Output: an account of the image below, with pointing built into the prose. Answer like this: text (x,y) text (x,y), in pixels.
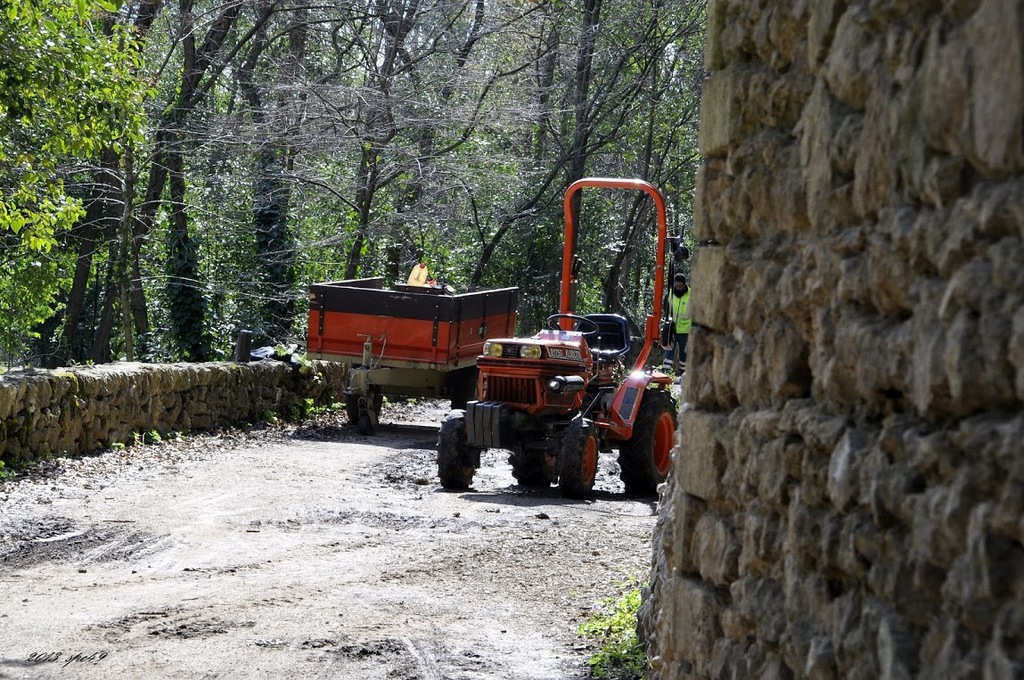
In the picture we can see a muddy path (429,641) on it we can see a tractor (588,356) and beside it we can see a trolley (325,334) and a railing wall (313,379) beside it and behind it we can see full of trees (486,131) and plants (505,128) and beside the tractor (654,443) we can see a wall (800,265) which is constructed with rocks (864,189).
